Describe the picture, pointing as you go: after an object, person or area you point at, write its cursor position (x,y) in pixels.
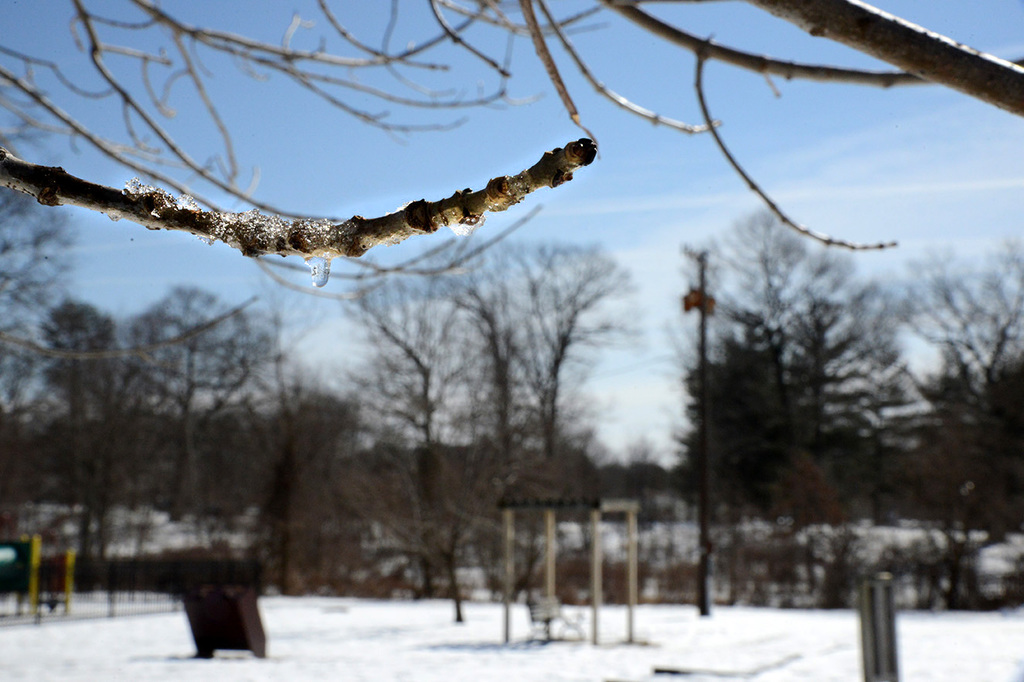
In this picture we can see snow (472,628) at the bottom (471,644), there is a pole (701,505) in the middle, we can see trees (986,376) in the background (678,395), there is the sky (232,71) at the top of the picture (198,71), we can see branches (816,34) of a tree (840,70) in the front (556,67).
